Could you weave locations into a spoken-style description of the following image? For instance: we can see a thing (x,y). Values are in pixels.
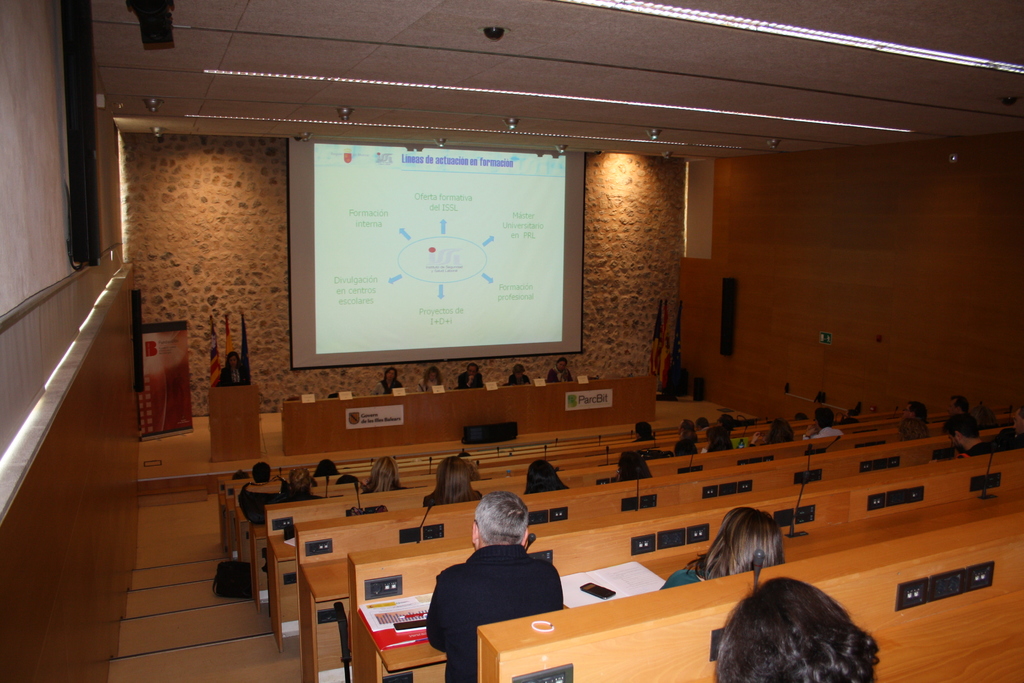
In this image we can see few people (378,475) sitting in a room (544,558) looks like an auditorium (587,579), there are papers (616,580), mic's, name boards (585,378) on the table (426,431), a person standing near the podium (226,397) and flags (213,345) behind the person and there is a presentation screen (430,259) and lights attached to the ceiling (500,74).
